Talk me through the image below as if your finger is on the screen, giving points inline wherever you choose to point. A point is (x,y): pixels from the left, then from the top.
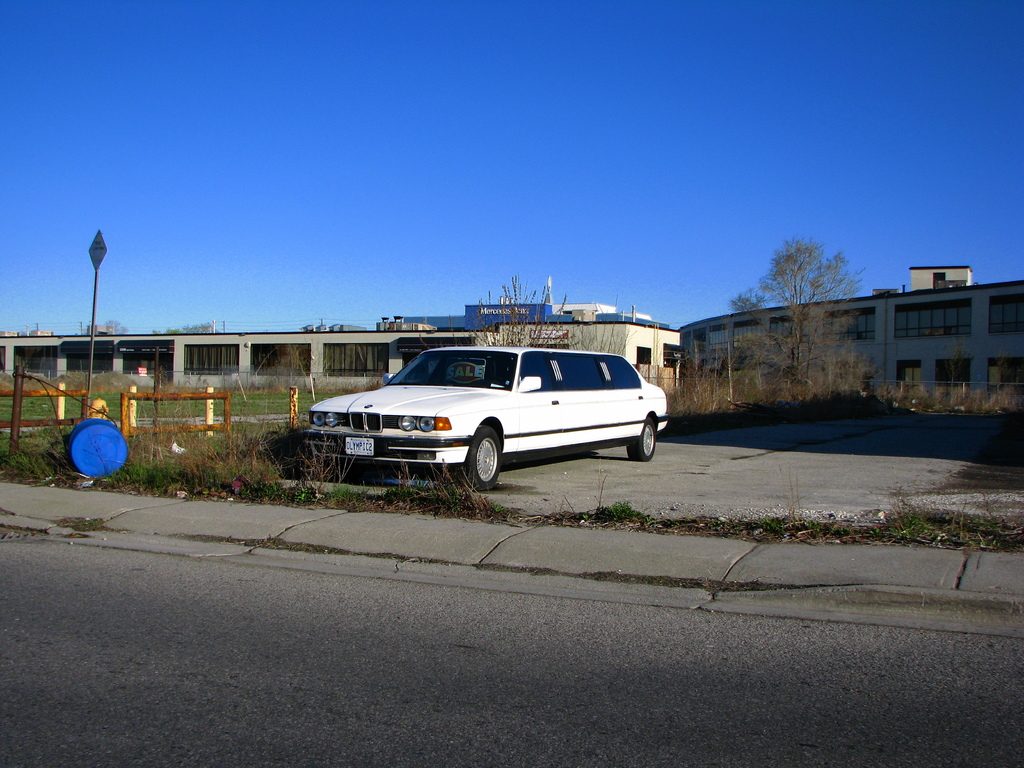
In the foreground of the picture (232,461) there are shrubs (177,486), grass (133,481), pavement (51,515) and road (69,611). In the center of the picture (676,415) there are plants (133,466), grass (106,394), railing (197,397), sign board (95,329), drum (90,432) and a car (534,394). In the background (985,303) there are buildings (933,298) and trees (800,290). Sky (671,293) is sunny.
